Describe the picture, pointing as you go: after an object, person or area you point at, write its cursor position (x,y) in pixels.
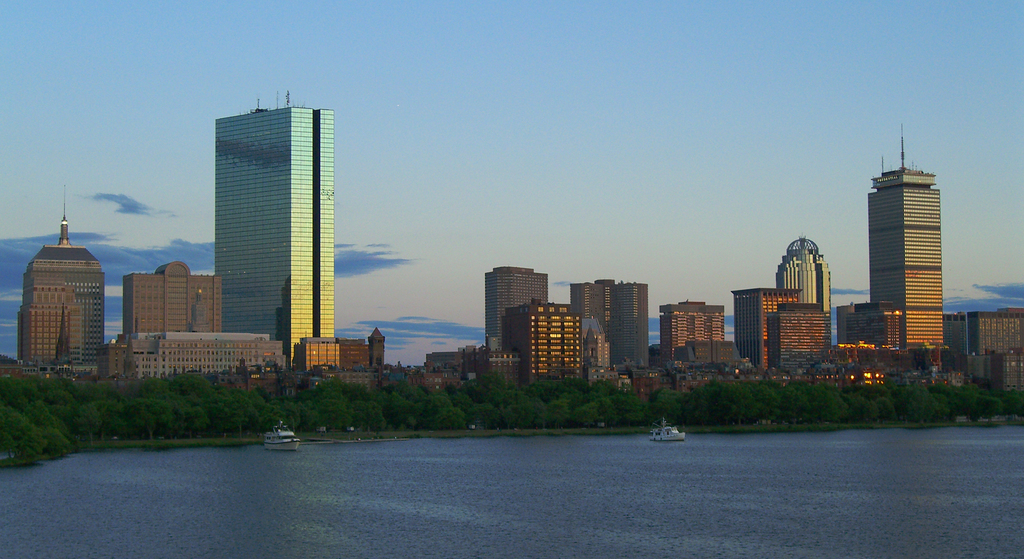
In this image we can see the buildings (614,317), trees (400,398) and also the boats (289,440). We can also see the water (569,488). In the background (119,26) we can see the sky (407,236) with some clouds (178,253).
